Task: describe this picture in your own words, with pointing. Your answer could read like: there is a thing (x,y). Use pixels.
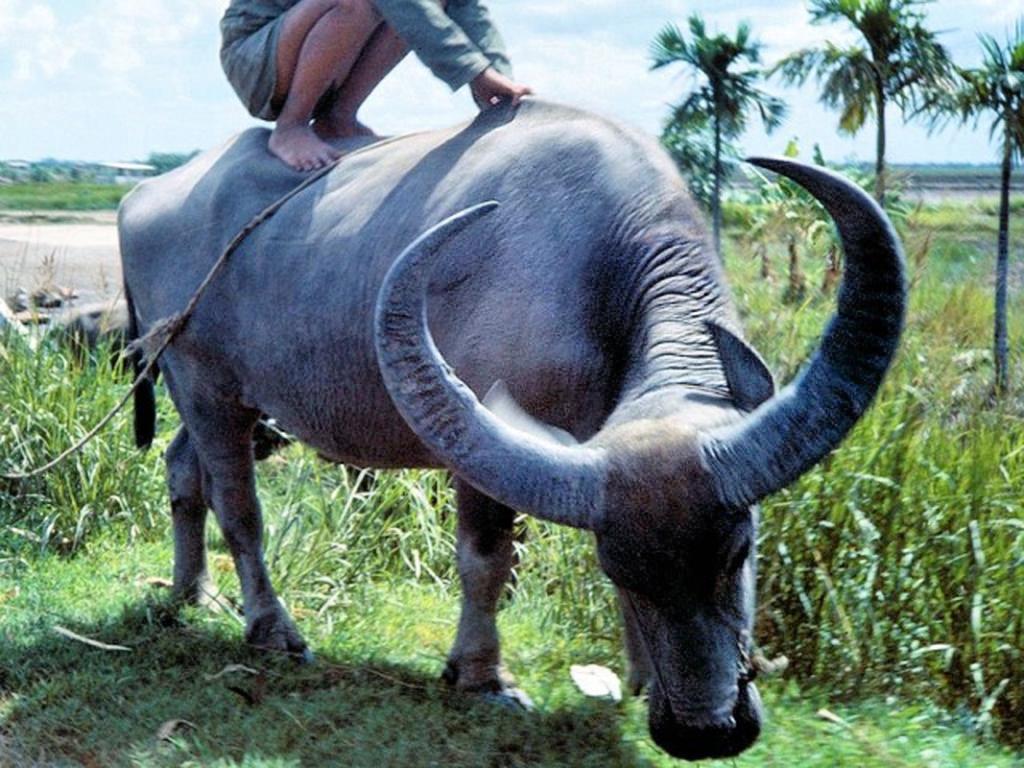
In front of the picture, we see a buffalo (632,341). The man (429,47) in blue T-shirt (447,54) is sitting on the buffalo (425,142). At the bottom of the picture (369,653), we see the grass (502,715). Behind the buffalo (460,317), We see field crops (859,466). On the right side (783,191), we see trees (1007,161). There are trees (698,145) and buildings (107,182) in the background (87,172). At the top of the picture (43,131), we see the sky (31,120).
